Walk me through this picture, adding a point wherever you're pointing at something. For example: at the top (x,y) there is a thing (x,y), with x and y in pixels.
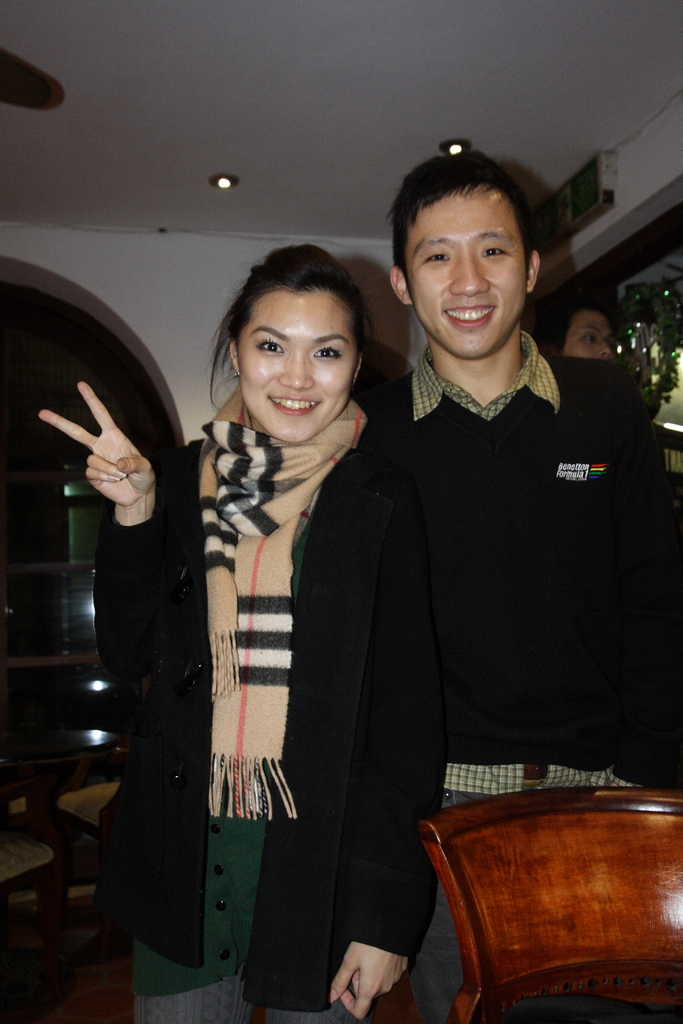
In this image in the center (397,601) there are persons (358,630) standing and smiling. In the front (567,883) there is an object (543,887) which is brown in colour. In the background (97,798) there is a table (68,752) and there are chairs (90,792), there is a wall (174,275) and there is a person (604,322).
